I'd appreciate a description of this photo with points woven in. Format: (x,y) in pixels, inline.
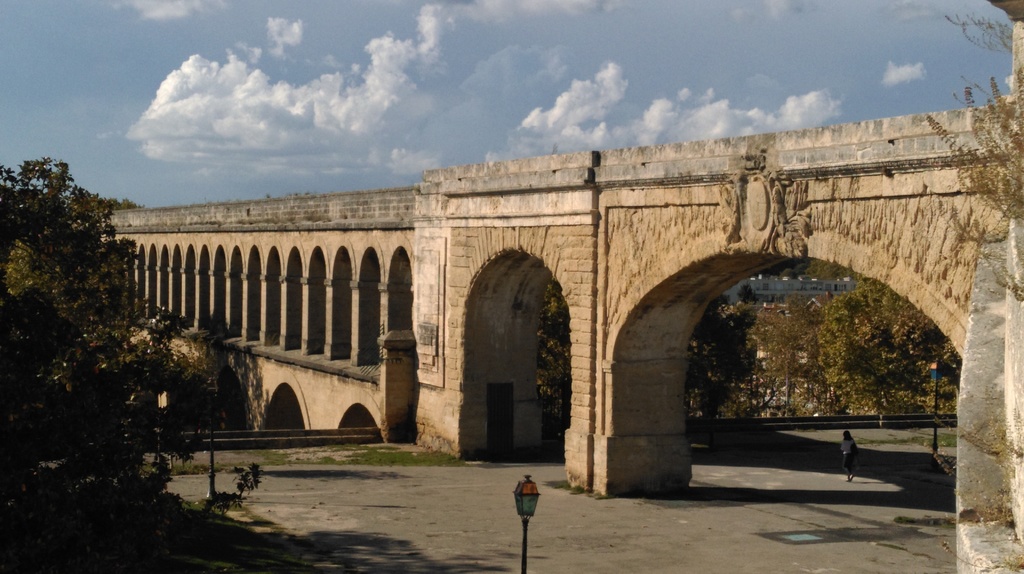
On the left (77,357) there are trees (63,428). In the foreground (488,516) there is a street light (520,509) and there is road (837,502). On the right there is a woman (853,447) walking on the road (882,453). In the center (456,301) there is a bridge (578,280). In the center of the background (895,323) towards right (800,332) there are trees (862,350). Sky (444,117) is sunny.
